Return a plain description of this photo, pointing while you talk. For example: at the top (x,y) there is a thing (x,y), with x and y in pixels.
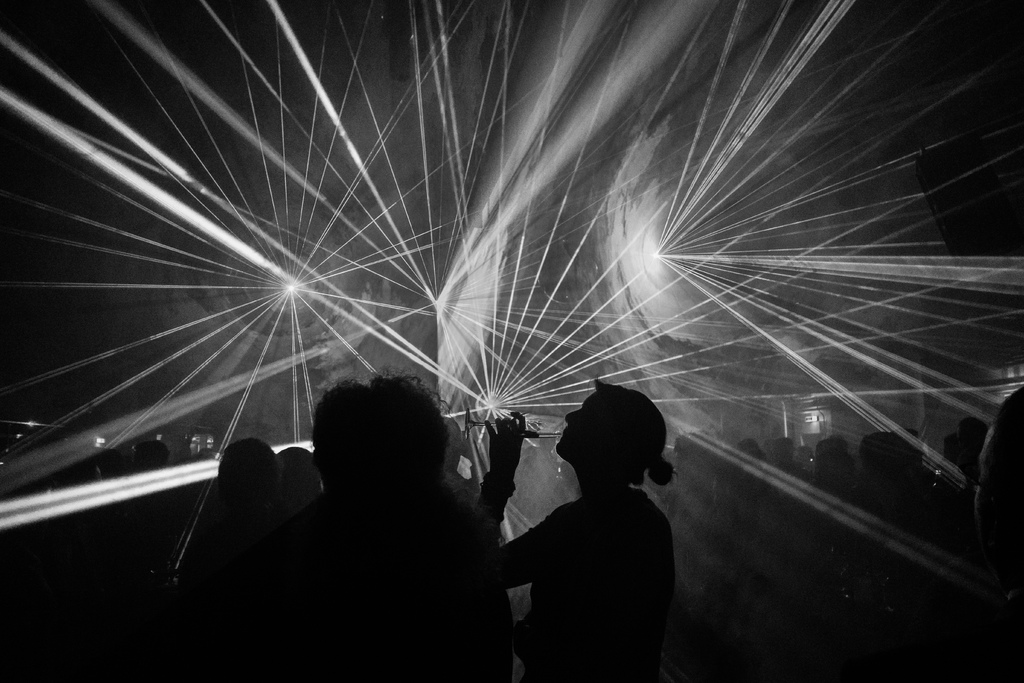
This is a black and white image. There are some persons (367,499) in the middle (432,406). There are lights (427,280) in the middle (661,253).
